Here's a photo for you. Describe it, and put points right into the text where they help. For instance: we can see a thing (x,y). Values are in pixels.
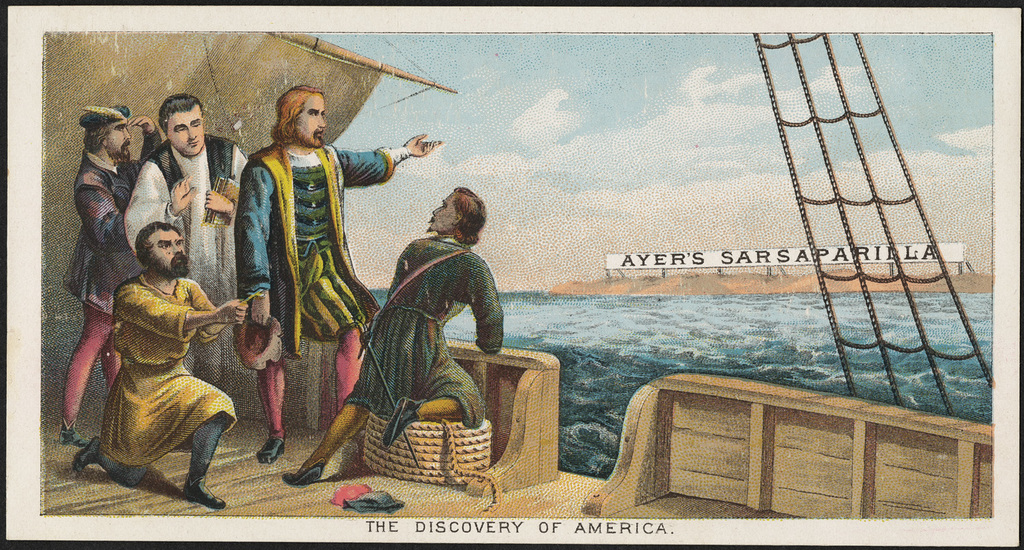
This image is a painting. In this image we can see a ship (551,418) and there are people (344,251) in the ship (349,456). We can see ropes (492,489). In the background (599,368) there is water (661,318) and we can see hills (723,273). At the top (679,127) there is sky (644,130).
